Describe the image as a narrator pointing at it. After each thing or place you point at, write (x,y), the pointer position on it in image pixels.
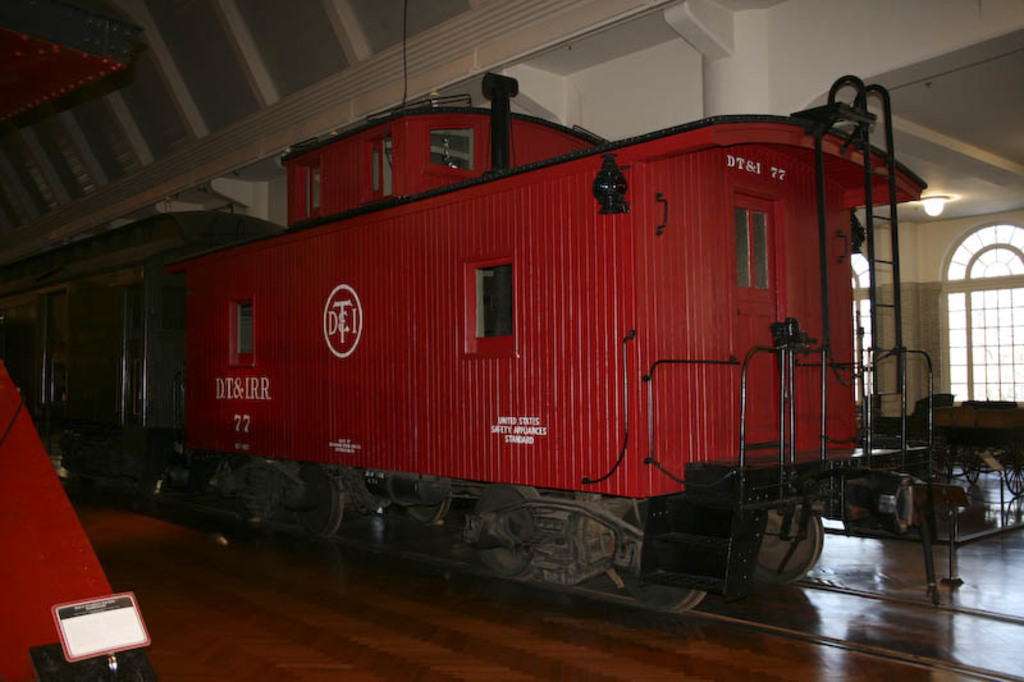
In this image I can see a red color train (467,335) on the railway track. In the background (992,368) I can see windows (999,348), light (943,204) on the ceiling (933,215) and some other objects (985,423) on the floor (114,546). Here I can see something written on the train (286,383).
